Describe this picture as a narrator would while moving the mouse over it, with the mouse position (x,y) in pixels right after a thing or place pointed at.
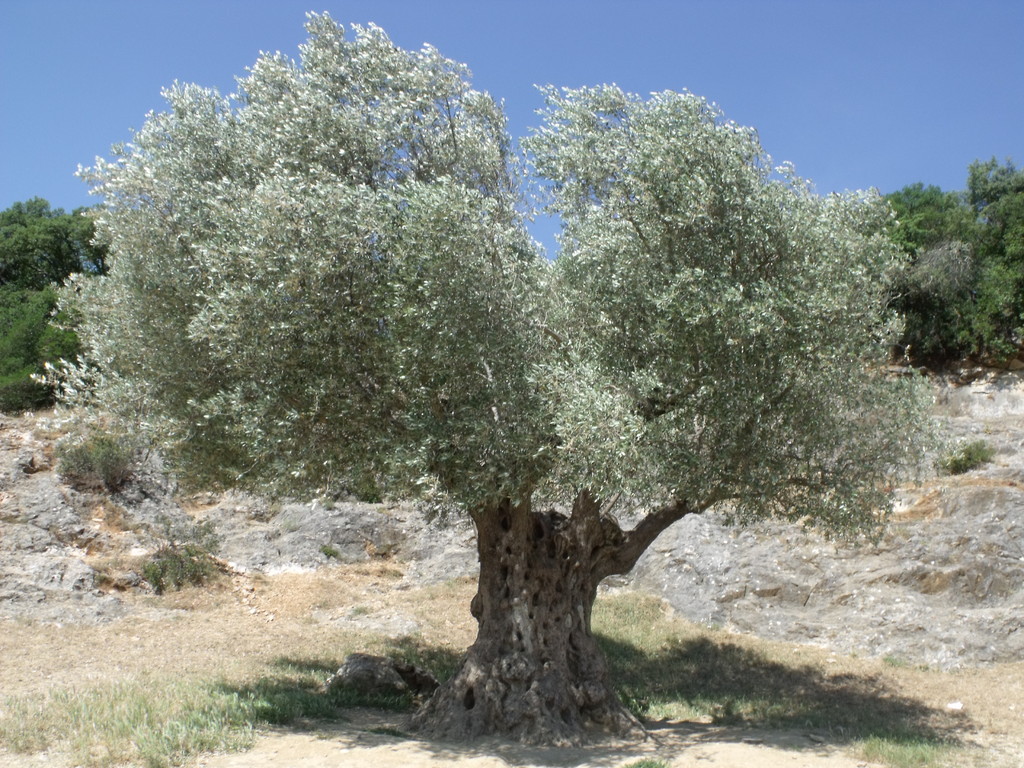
In this image we can see a group of trees (660,347). We can also see some grass (690,684) and the sky (771,61).
